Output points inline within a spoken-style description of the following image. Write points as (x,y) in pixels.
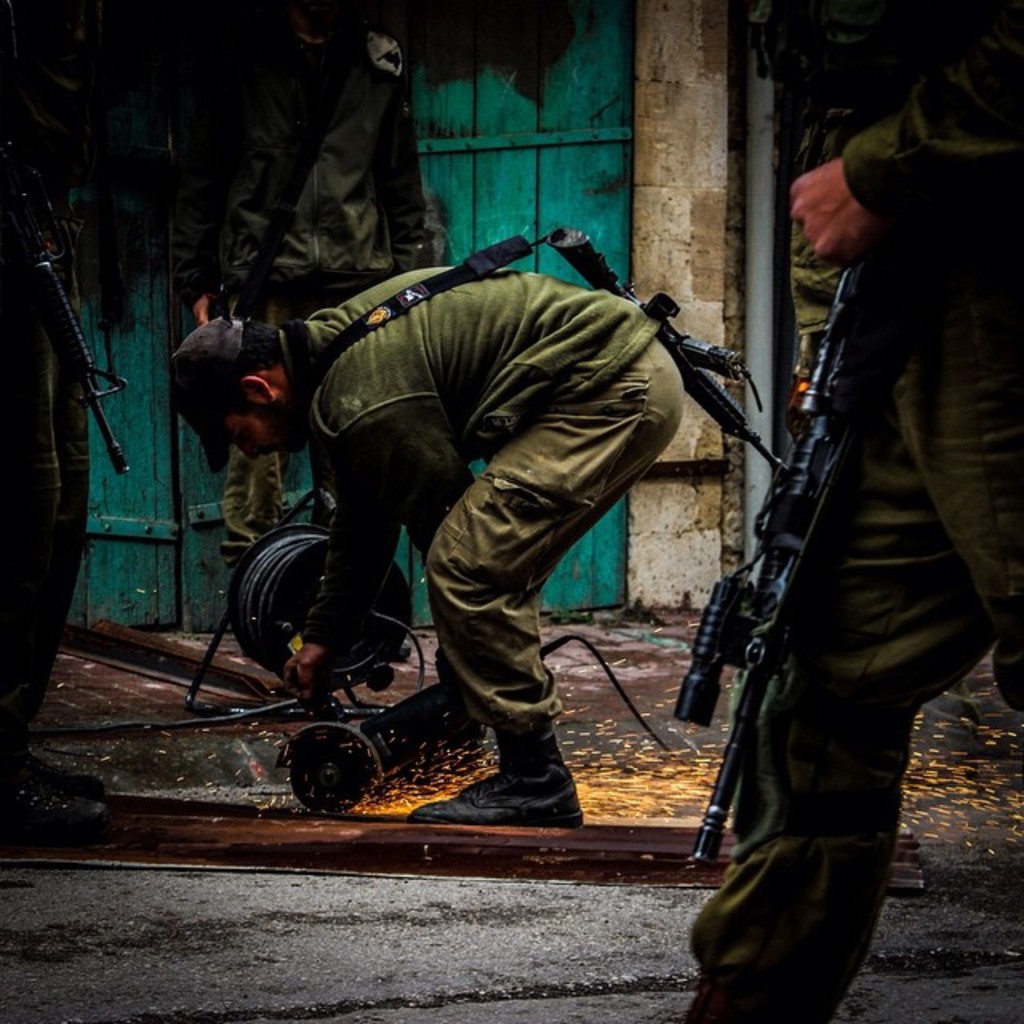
Here I can see four persons (433,467) wearing uniforms (544,550). One man (897,435) is holding a gun (827,396) in the hands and walking, one man (361,189) is standing and another man (397,361) is bending and holding a machine (309,720) in the hands (312,666). At the bottom (347,843) there are few metal objects (330,870) on the ground (479,931). In the background (570,86) there is a pillar (683,110) and a wooden plank (520,178).
